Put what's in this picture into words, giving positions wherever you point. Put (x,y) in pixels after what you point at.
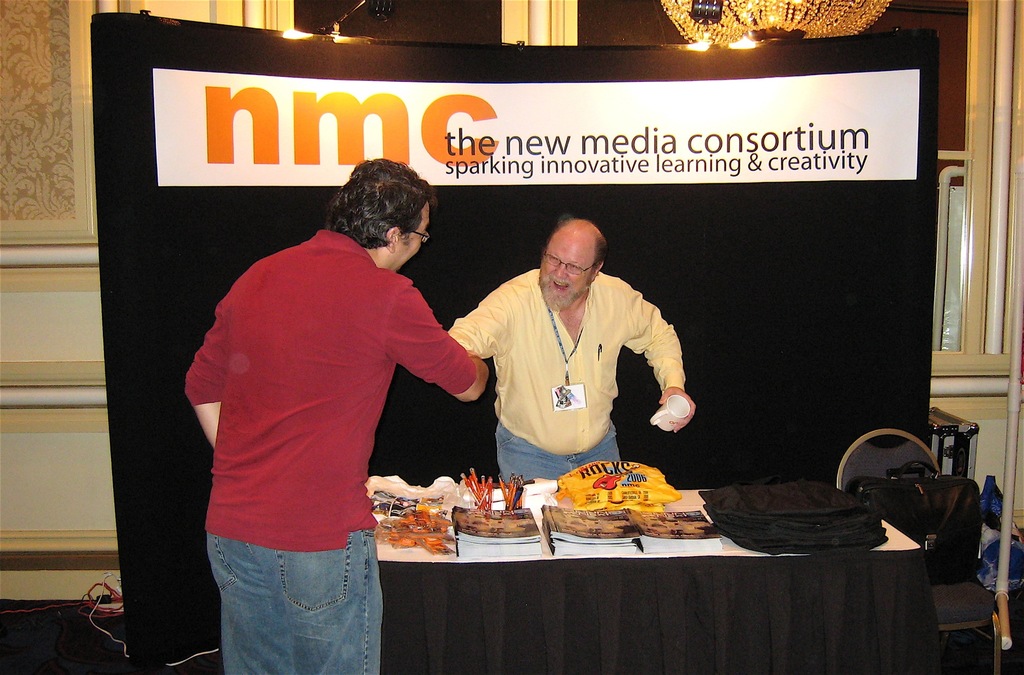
In this image there are two persons (534,425) who are shaking their hands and in between them there are books (571,530), bags (754,533), pens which are on the table (508,562) and at the background of the image (783,59) there is a black color sheet (162,243).
